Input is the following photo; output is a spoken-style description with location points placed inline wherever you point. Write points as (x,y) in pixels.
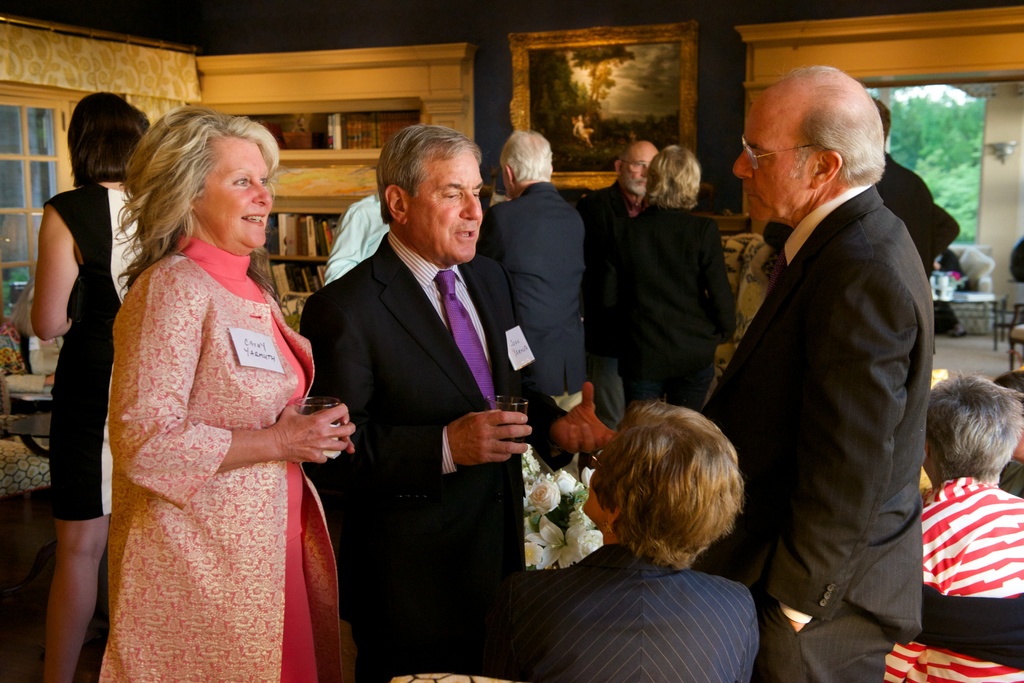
In this image there are a few people (640,639) sitting on the chairs (429,680) and there are a few people (565,357) standing on the floor (6,634). In the background of the image (942,135) there is a glass window (939,169) through which we can see trees (947,122). On the right side of the image (953,273) there are few objects (962,291). In the center of the image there is a wall (544,25) with the photo frame (612,137) on it. On the left side of the image (302,233) there are books (288,273) in the cupboards (321,258) and there are glass windows (19,190).
